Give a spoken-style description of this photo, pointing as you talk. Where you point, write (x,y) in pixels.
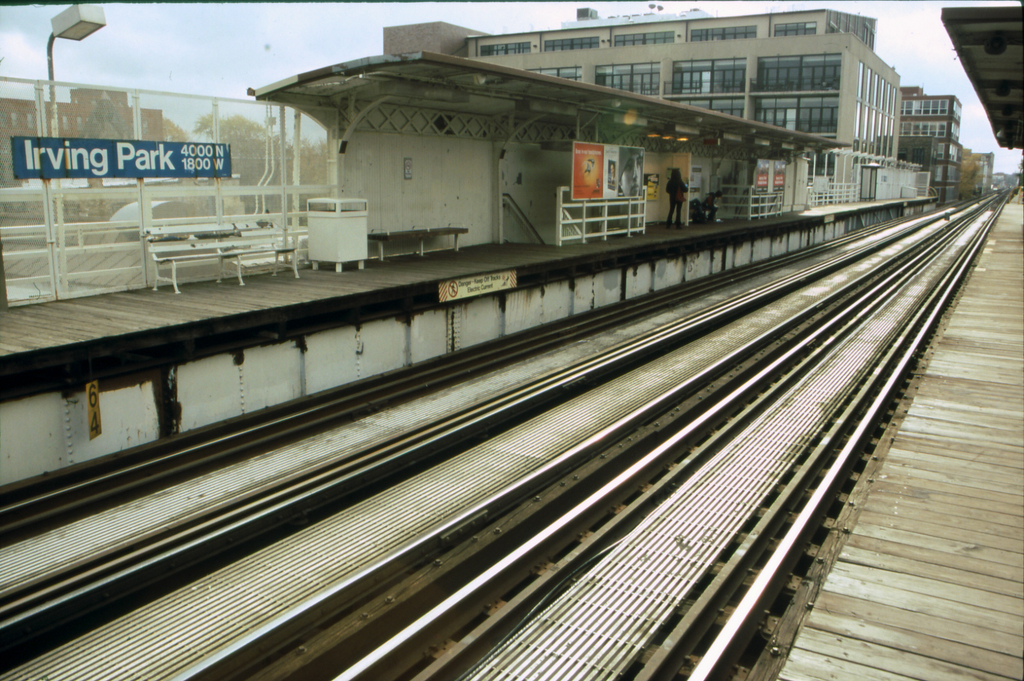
In this image, we can see tracks (688,526) in between platforms (251,360). There is a shelter (545,101) and building (610,63) at the top of the image (507,119). There is a board (92,162) and light (64,37) in the top left of the image (78,162). There is a bench (189,257) on the left side of the image (275,254).
